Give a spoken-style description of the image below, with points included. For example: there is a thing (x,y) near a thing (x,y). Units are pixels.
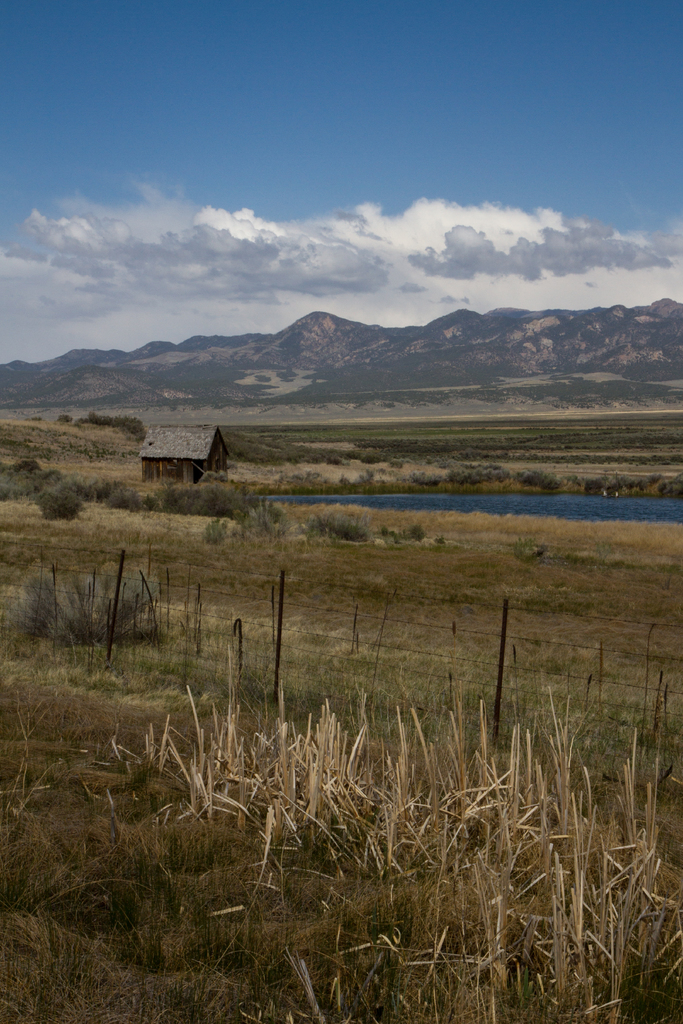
In this image we can see the dry grass (317,910), wired fence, wooden house (192,474), shrubs (147,602), water (614,500), hills (675,359) and the blue color sky (79,178) with clouds (231,287) in the background (189,281).
